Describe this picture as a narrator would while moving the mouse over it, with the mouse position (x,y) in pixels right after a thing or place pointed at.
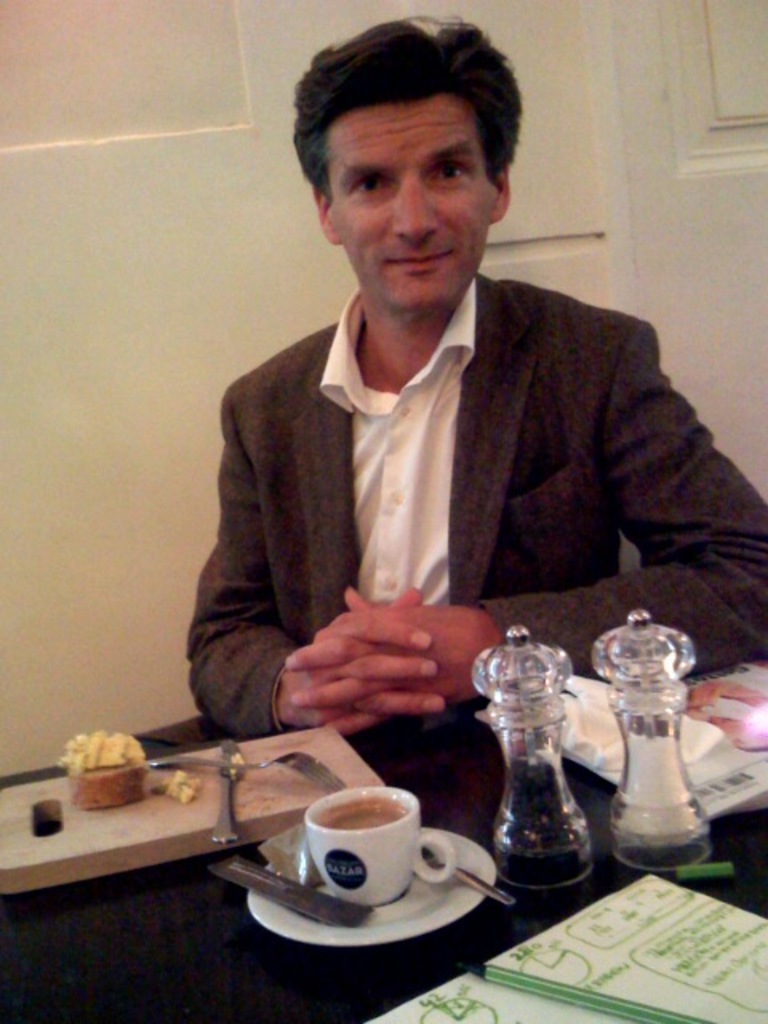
This is a picture, in this picture there is a man (342,548) sitting on the chair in front of the people (391,518) there is a table (142,957) on the table (214,954) there is a fork (286,760), spoon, saucer (401,914), cup (325,825) and a glass jar (541,774) and also there is a paper (596,933) and pen (532,988). Background of this man (371,427) is a wall (194,281) which is in white color.
